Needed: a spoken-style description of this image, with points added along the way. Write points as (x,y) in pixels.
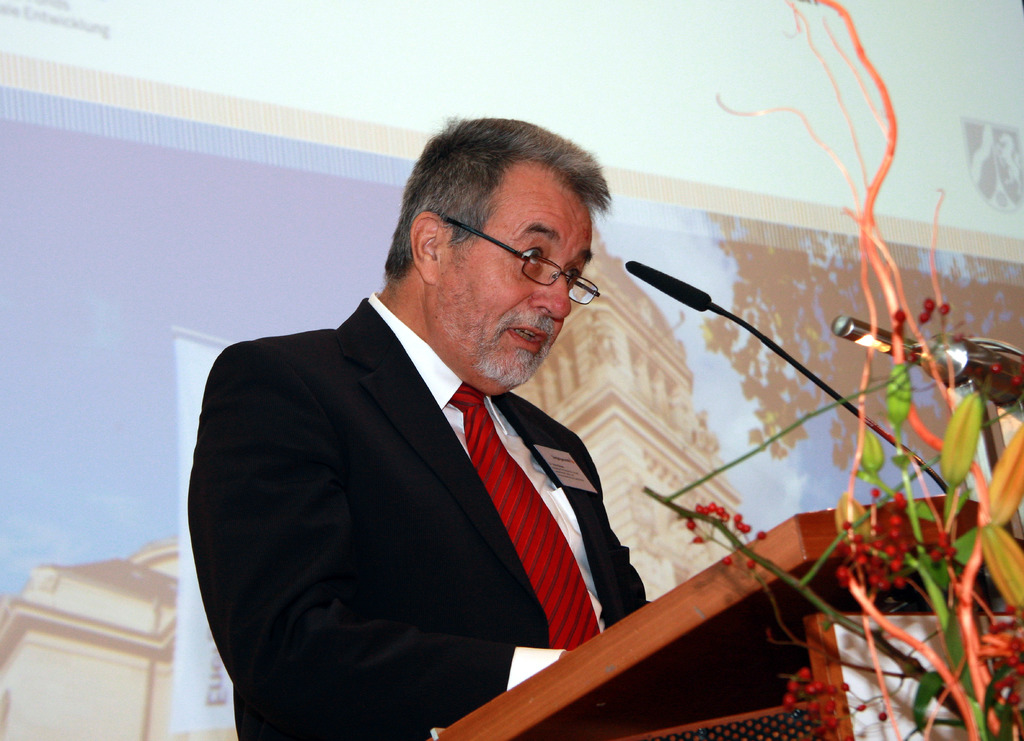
In this image I can see a man (379,387) is standing in front of a podium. The man (428,503) is wearing a black color coat (367,491), a shirt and a tie (500,491). On the podium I can see a microphone (762,339). In the background (621,383) I can see projector screen (624,360). On the screen (627,369) I can see buildings (621,392), tree (788,319) and the sky (44,474).
